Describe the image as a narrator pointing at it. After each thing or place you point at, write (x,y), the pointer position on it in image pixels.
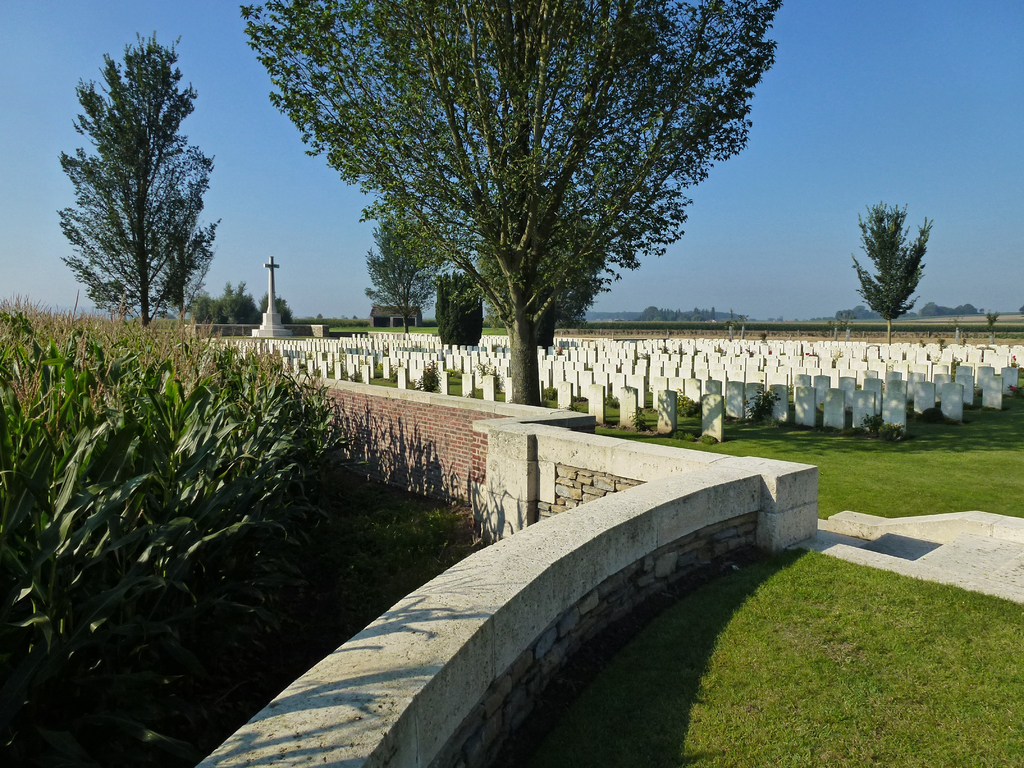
This image is clicked outside. There are trees (892,295) in the middle (522,312). There is sky (29,103) at the top (970,85). There are bushes (114,540) on the left side (114,540).
